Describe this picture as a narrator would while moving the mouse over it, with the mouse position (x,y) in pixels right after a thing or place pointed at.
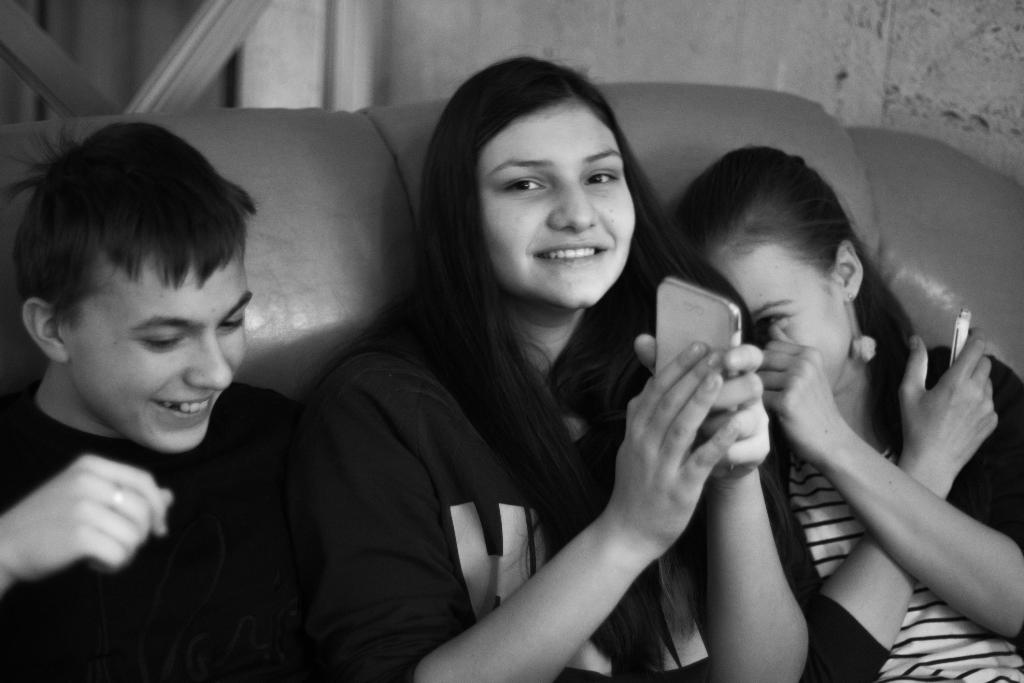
This is a black and white image. There are a few people (611,375) sitting. Among them, some people (697,426) are holding some objects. In the background (325,17), we can see the wall (381,64) and some objects (185,74) at the top (185,74).
